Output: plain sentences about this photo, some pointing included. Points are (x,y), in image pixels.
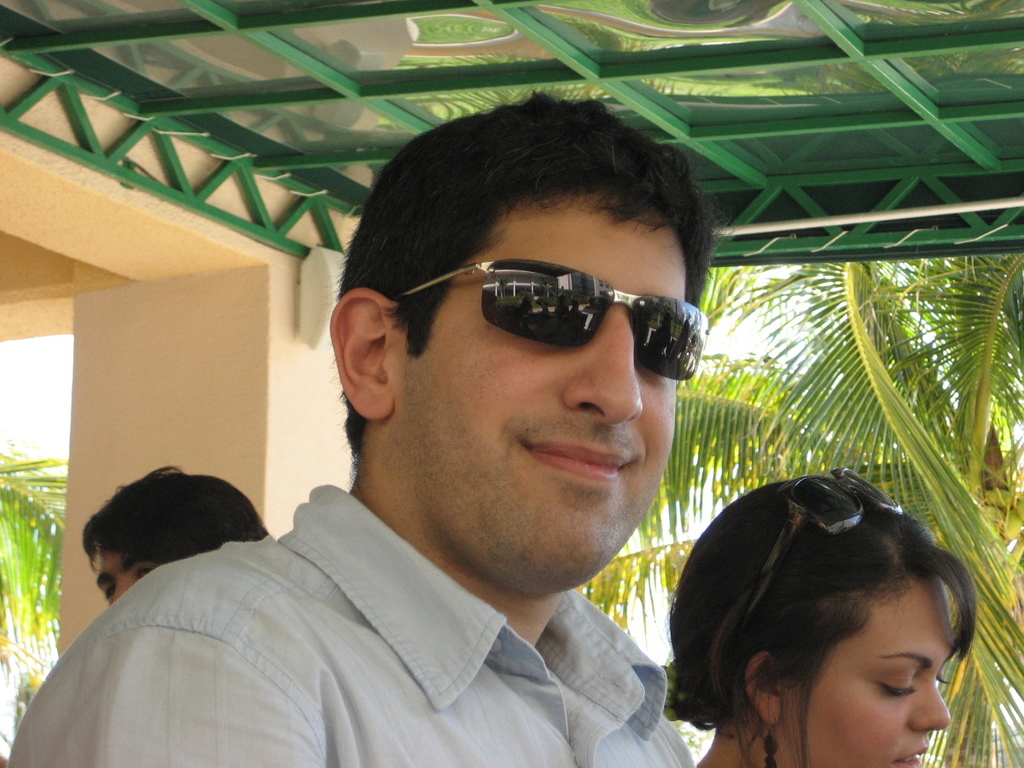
In this image there are few people (497,632). At the top of the image (516,43) there is a ceiling (411,44). In the background (267,354) there is a pillar (292,376) of a building (134,272) and trees (879,460).
